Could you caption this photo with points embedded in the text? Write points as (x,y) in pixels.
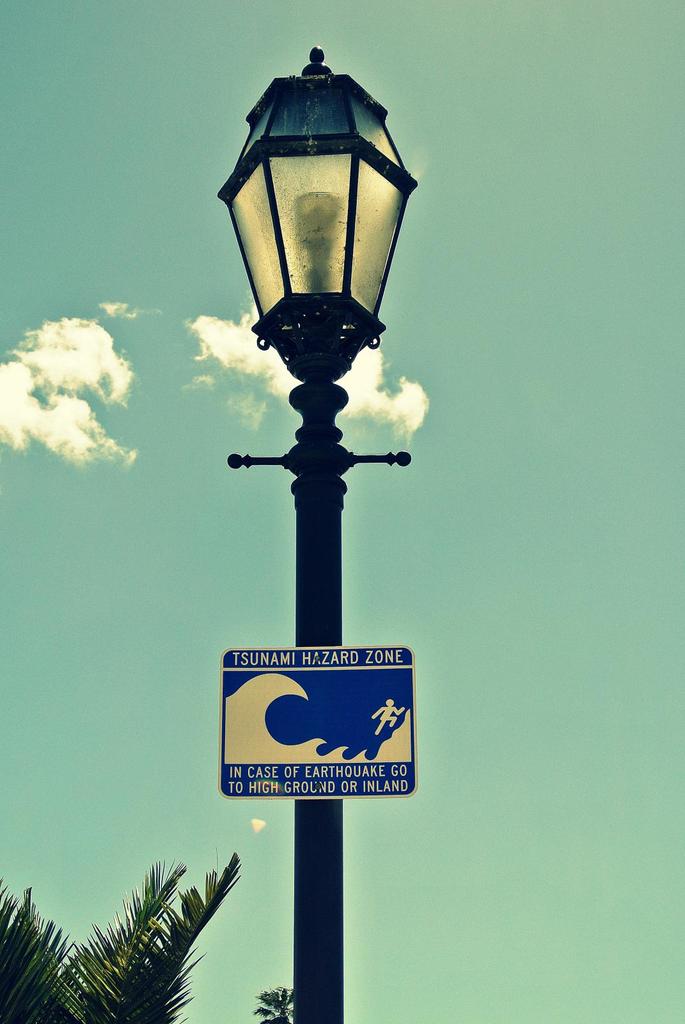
In this image I can see a pole (331,624), a blue colour board (409,654), a light (378,329), clouds (242,357), the sky (252,622), green colour leaves (25,910) and here on this board (280,692) I can see something is written.
